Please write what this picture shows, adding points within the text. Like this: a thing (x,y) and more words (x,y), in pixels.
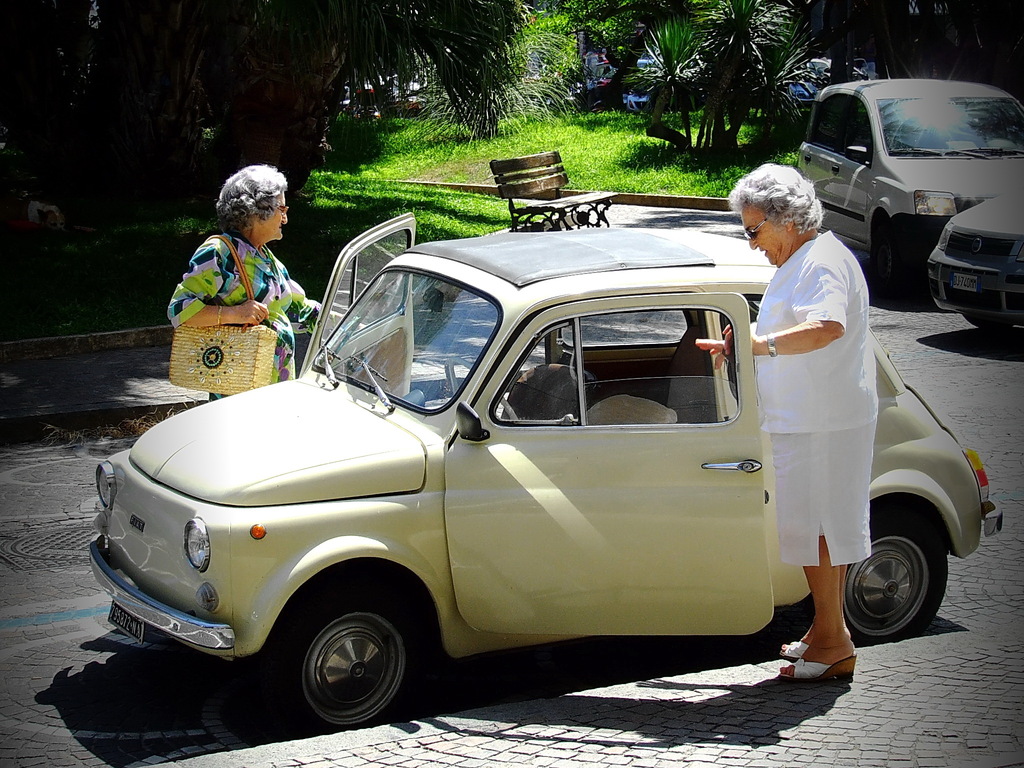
These two persons (817,388) are standing. We can see cars (560,452) on the road (908,330) and trees (570,42). This person (185,295) wear bag (232,347).
